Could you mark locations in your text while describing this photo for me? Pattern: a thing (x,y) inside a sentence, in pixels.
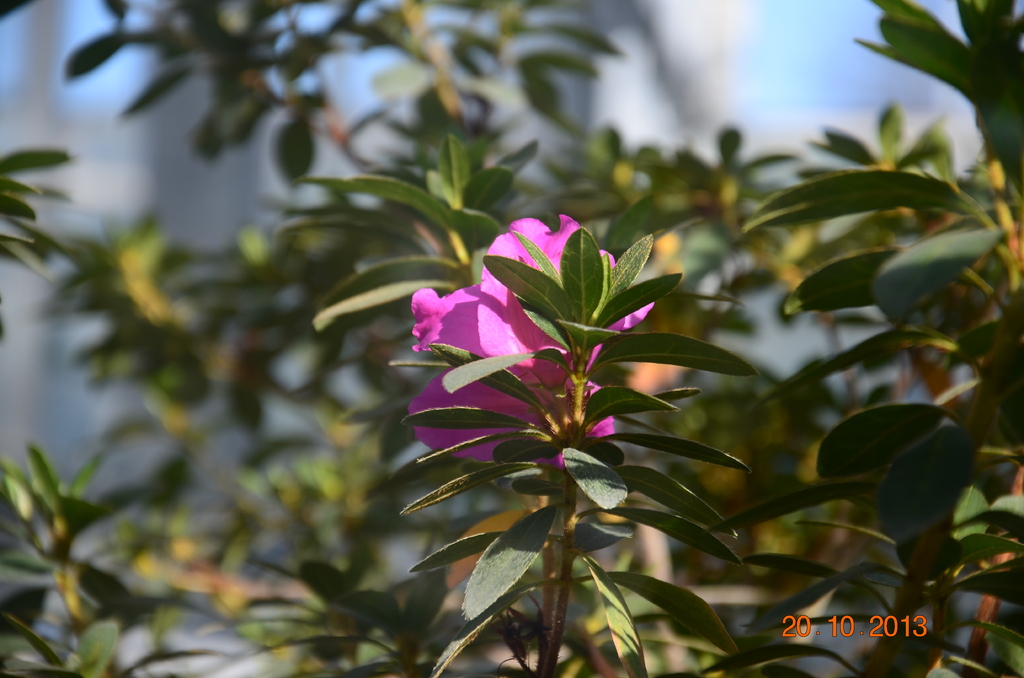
In the foreground of the picture (493,381) there are flowers (480,355) and plants (447,362). The background (206,286) is blurred. In the background (219,270) there are plants (615,213). Sky (367,98) is sunny.
